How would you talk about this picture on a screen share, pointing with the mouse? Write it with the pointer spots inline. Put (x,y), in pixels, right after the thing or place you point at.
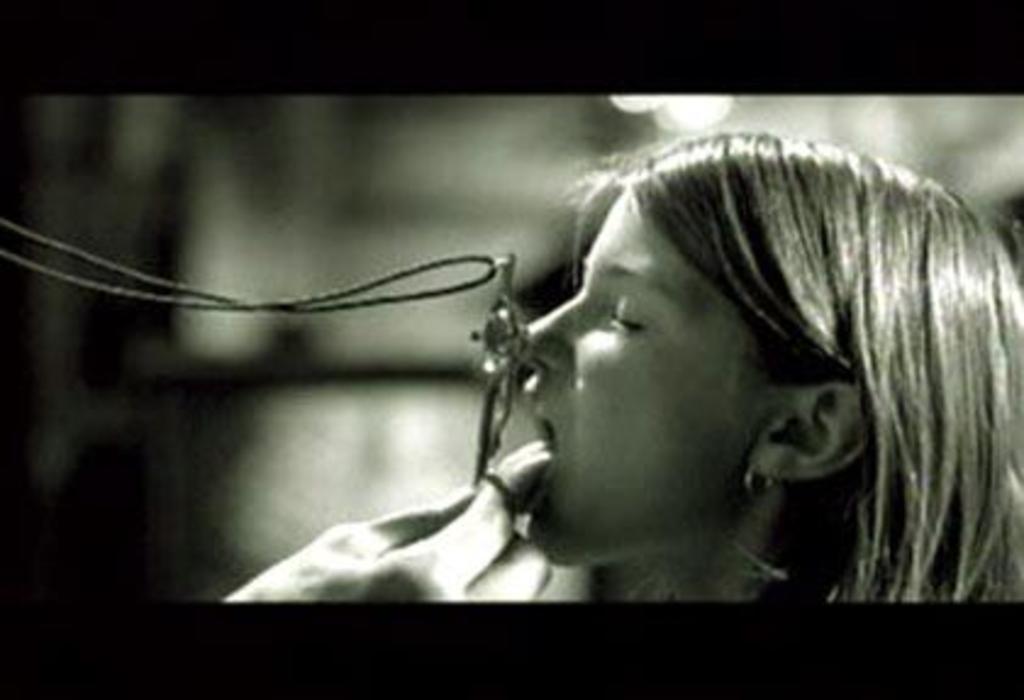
As we can see in the image there is a woman (635,474) in the front (620,477) and the background (197,373) is blurred.
